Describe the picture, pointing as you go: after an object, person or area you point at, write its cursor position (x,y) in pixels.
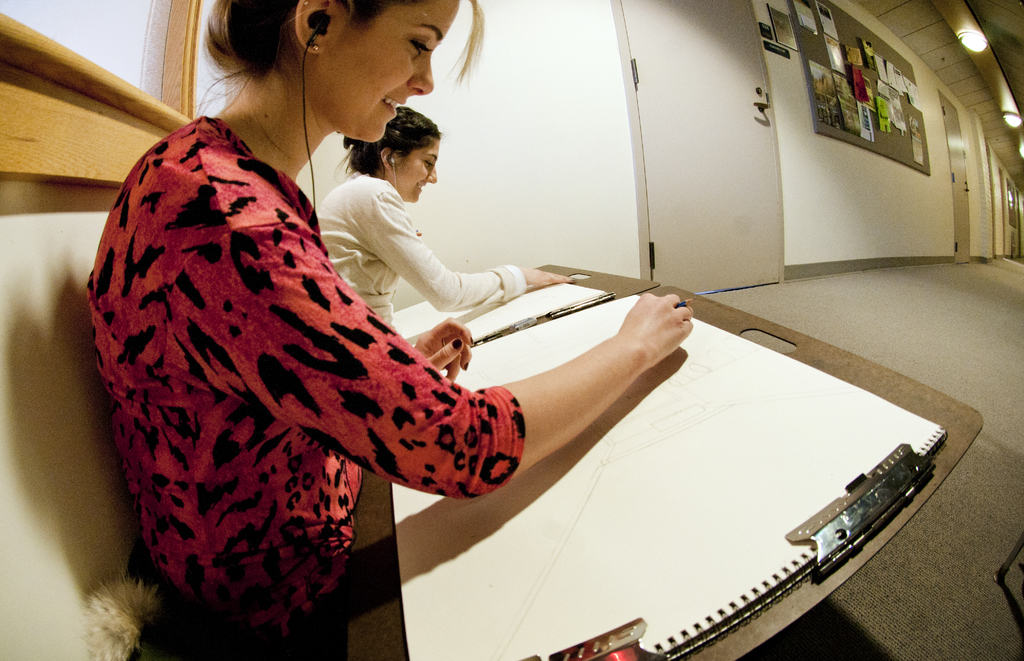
This image consists of two women (360,280). They are sitting and holding the drawing pads (744,502). At the bottom (998,455), there is a floor (909,300). In the front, we can see the doors (744,154) and a board (812,124) on the wall (568,110). And we can see the papers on the wall (868,165). On the left (173,122), we can see a frame (91,177) on the wall (33,351). At the top (930,18), there is a roof (923,31) along with the light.
